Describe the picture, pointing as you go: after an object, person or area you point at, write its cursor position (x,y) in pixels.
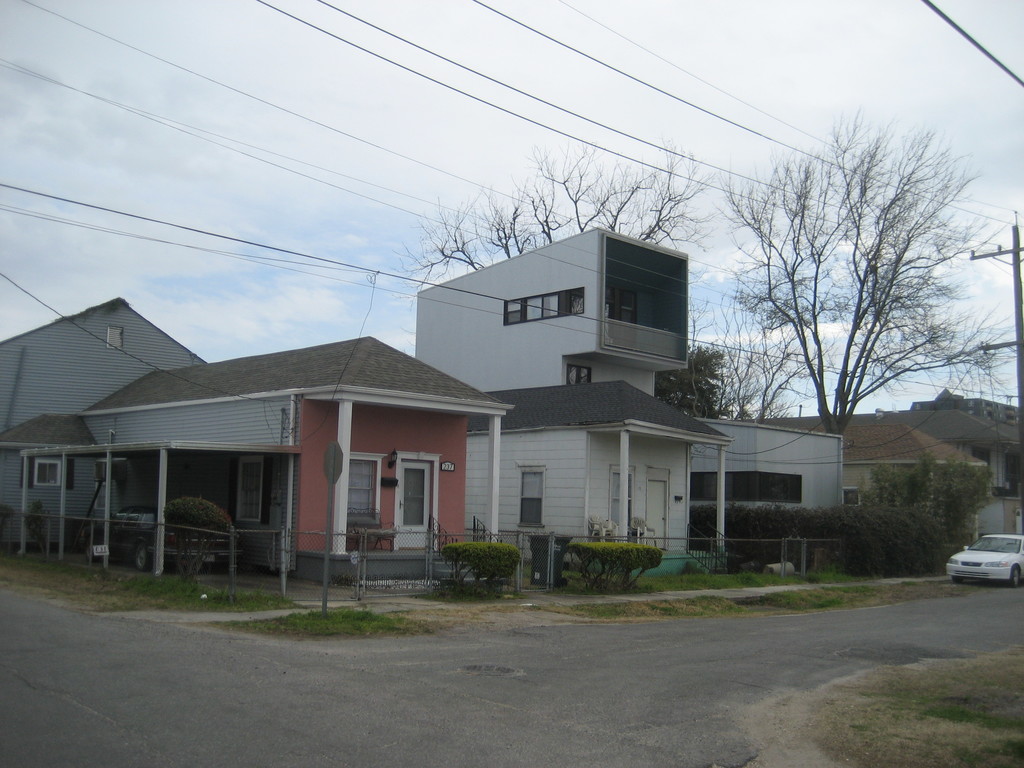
In this picture we can see few houses (409,480), shrubs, fence (765,544) and trees (793,296), in front of the house (1017,528) we can find a car (1000,553) and a pole (1022,427), and also we can see few cables (396,63).
